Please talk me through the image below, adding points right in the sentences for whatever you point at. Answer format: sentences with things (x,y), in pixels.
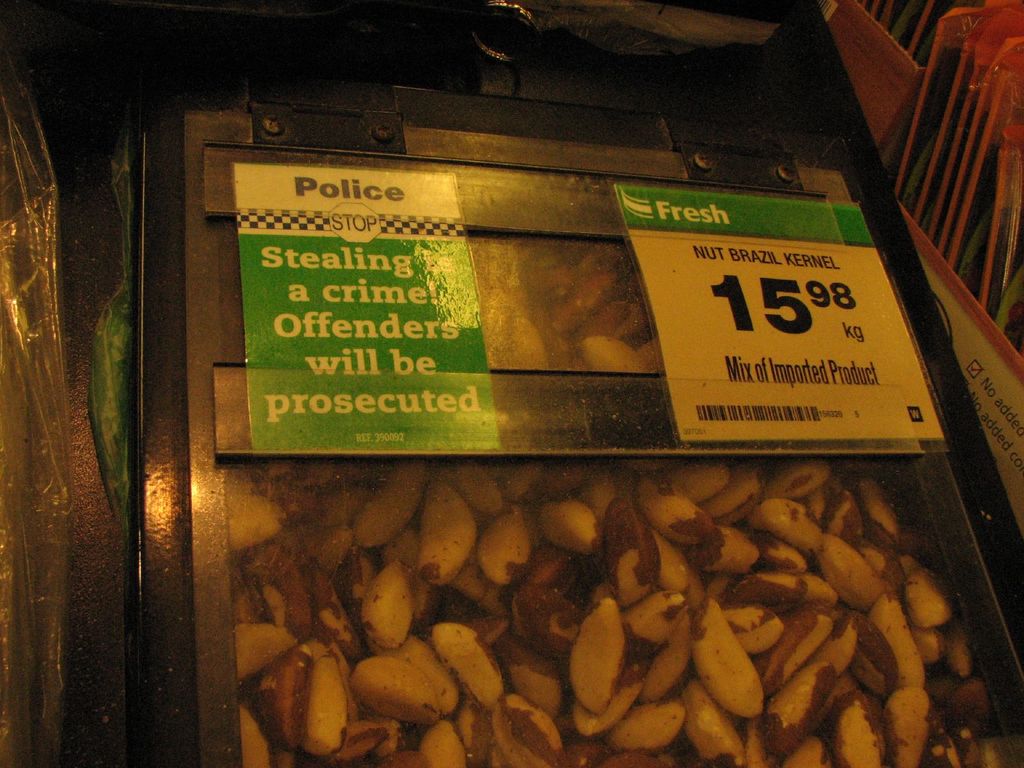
In this picture we can see some nut Brazil kernels (625,615) here, there are two papers (707,302) pasted on this box (638,339).
